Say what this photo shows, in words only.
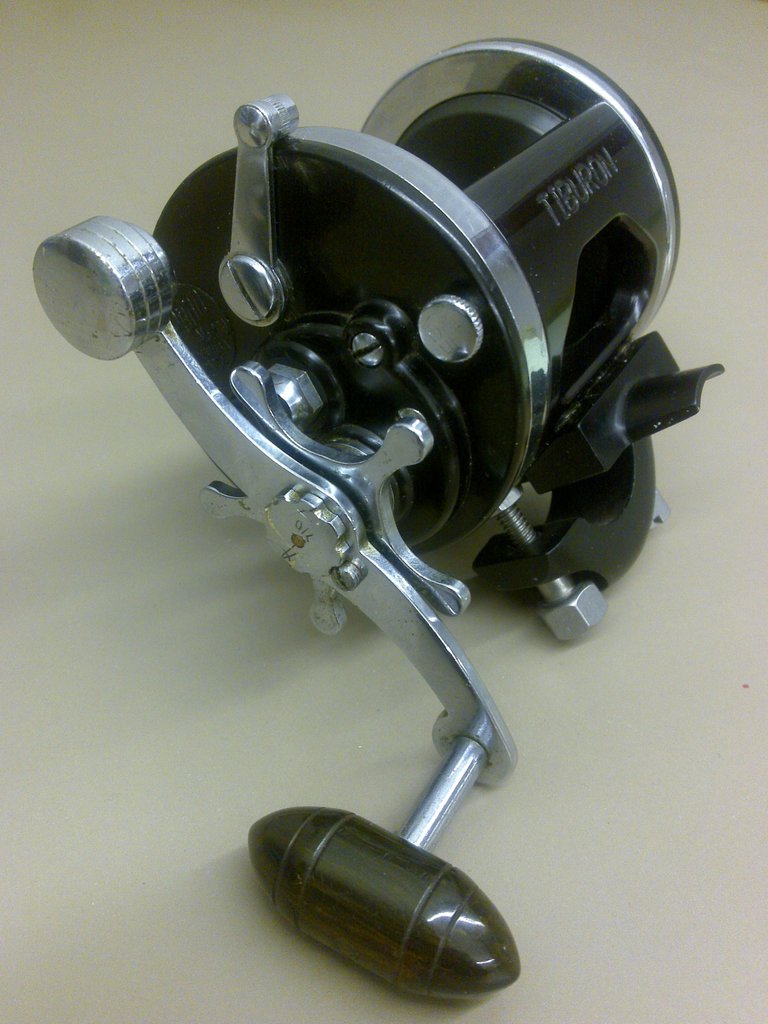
In the center of the image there is a object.
